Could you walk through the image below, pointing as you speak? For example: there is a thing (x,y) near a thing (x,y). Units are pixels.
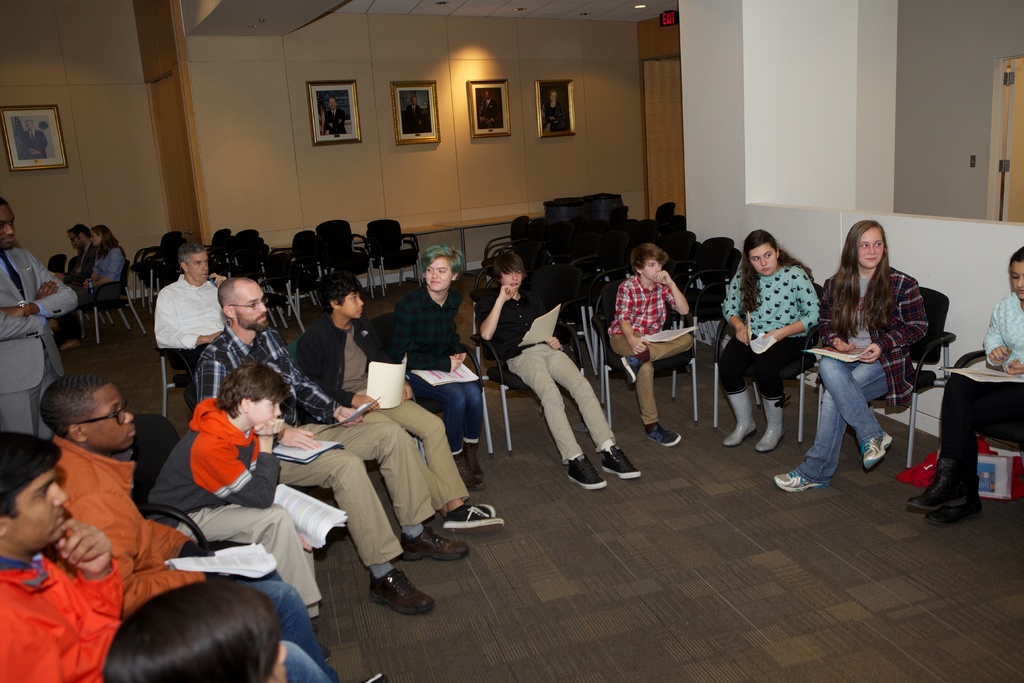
On the right (958,448) there is a woman (965,402) who is wearing blue shirt (1009,342), trouser (972,384) and shoe (951,498). She is sitting on the chair (1009,417). Bottom of the chair (1014,422) we can see red plastic cover (1011,471) and papers (1010,478). Beside her we can see another woman (854,325) who is wearing jacket (894,313), trouser (881,368) and shoe (873,444). She is also holding the papers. On the left (270,544) there is a boy (235,416) who is wearing hoodie (220,479), trouser (256,517) and shoe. Sitting near to this bald man (302,385). In the background (548,127) we can see photo frames (483,106) on the wall (415,184). On the left (175,312) background (112,255) we can see group of persons (96,267) sitting on the chair (104,300) near to the wall (84,201). On the top right (1010,80) there is a door (1023,190). Here we can see light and exit sign board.
